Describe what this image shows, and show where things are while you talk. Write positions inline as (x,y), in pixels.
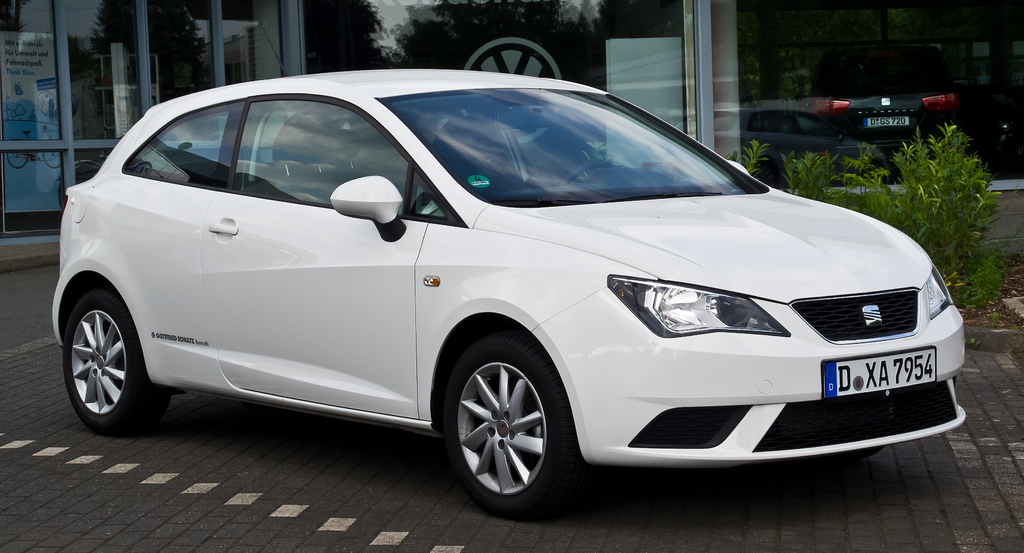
In this image there is a car (473,145) on the road (42,430), there are a few plants (863,197) and few glass doors (370,30), inside the glass doors (618,65) there is a vehicle (825,84), banner (23,85) and reflection (464,50) of few trees (442,45).
